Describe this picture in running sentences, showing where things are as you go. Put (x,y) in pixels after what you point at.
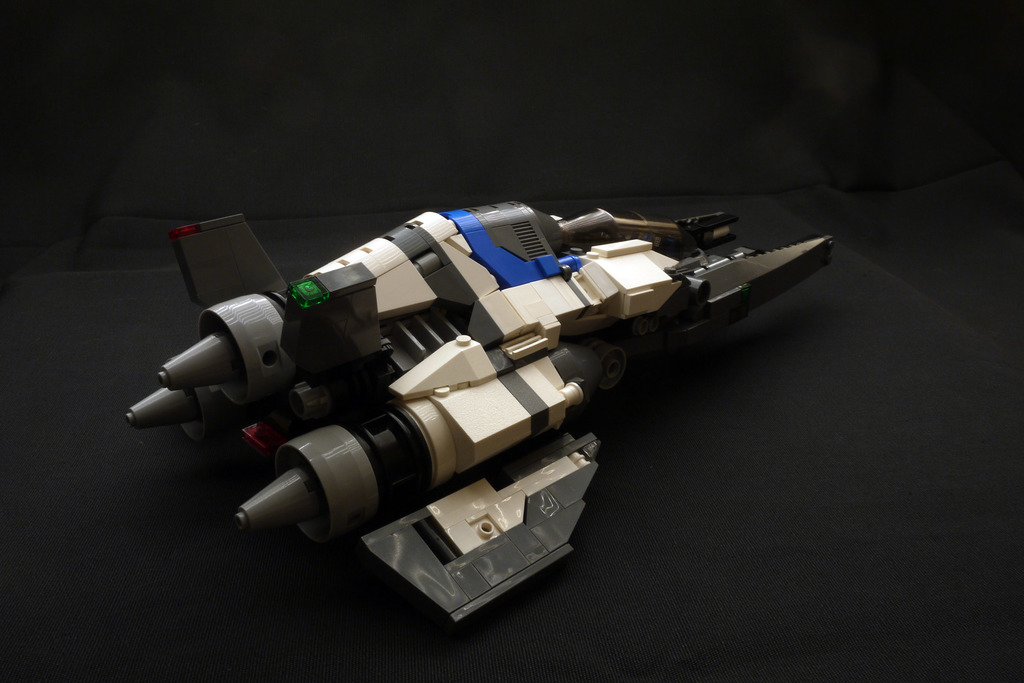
In this image I can see a toy (348,385) is white, blue and black. I can also see black colour in the background (165,255).
